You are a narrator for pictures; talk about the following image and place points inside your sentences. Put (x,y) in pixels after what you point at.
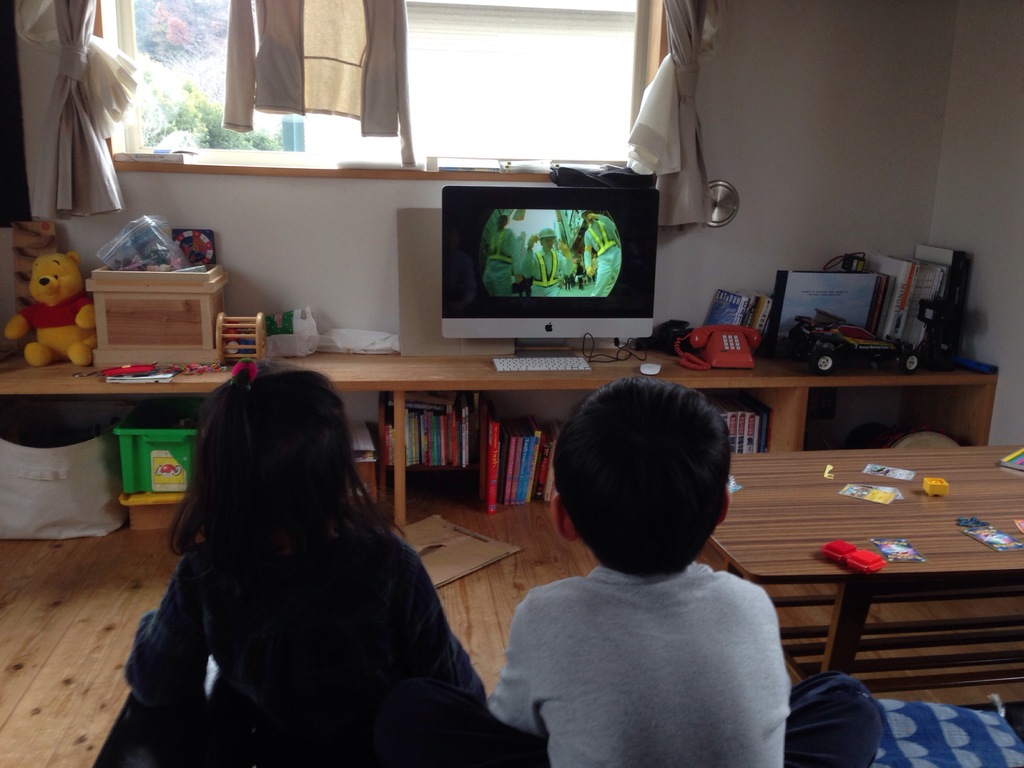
On the background (264,214) we can see wall (728,172) and windows (423,115). Through window glass (223,76) we can see trees (214,83). On the table (524,382) we can see teddy (72,309), toy (226,321), box (190,318), telephones (747,346), books (728,316), television (581,300). Under the table (505,384) we can see books (496,440) arranged in sequence manner. This is a floor (105,540). we can see kids (583,587) sitting here and watching television (556,271).
